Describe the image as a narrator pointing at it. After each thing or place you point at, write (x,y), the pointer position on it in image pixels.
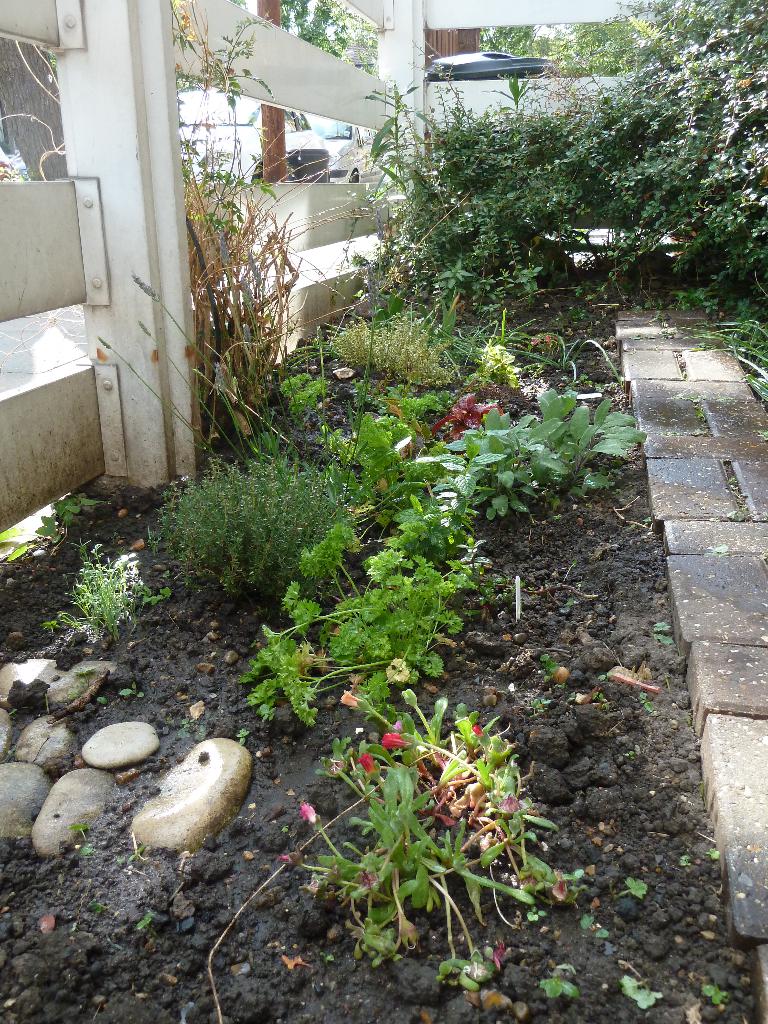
In this image I can see few flowers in red, orange and purple color, few plants (239,442) in green color and I can also see the fencing (284,57). In the background (230,114) I can see few vehicles (305,118).
